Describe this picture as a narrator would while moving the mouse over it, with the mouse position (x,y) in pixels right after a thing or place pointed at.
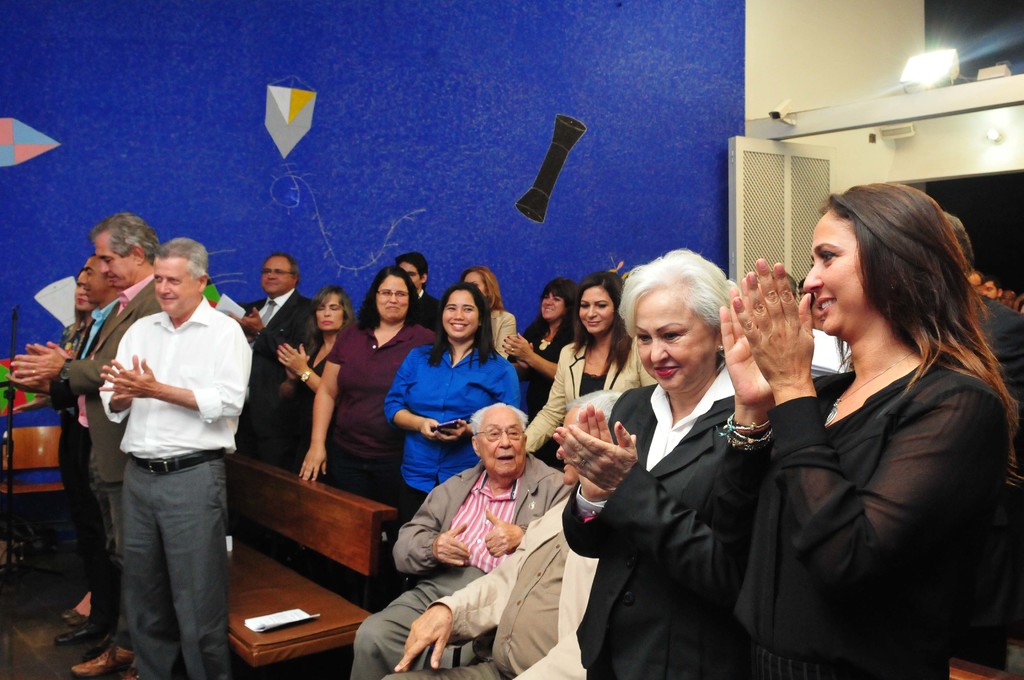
In this image there are group of people (381,449) standing, two persons (558,662) sitting, there is a bench (274,494), a chair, painting (10,133) on the wall (709,201), and there is a light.
